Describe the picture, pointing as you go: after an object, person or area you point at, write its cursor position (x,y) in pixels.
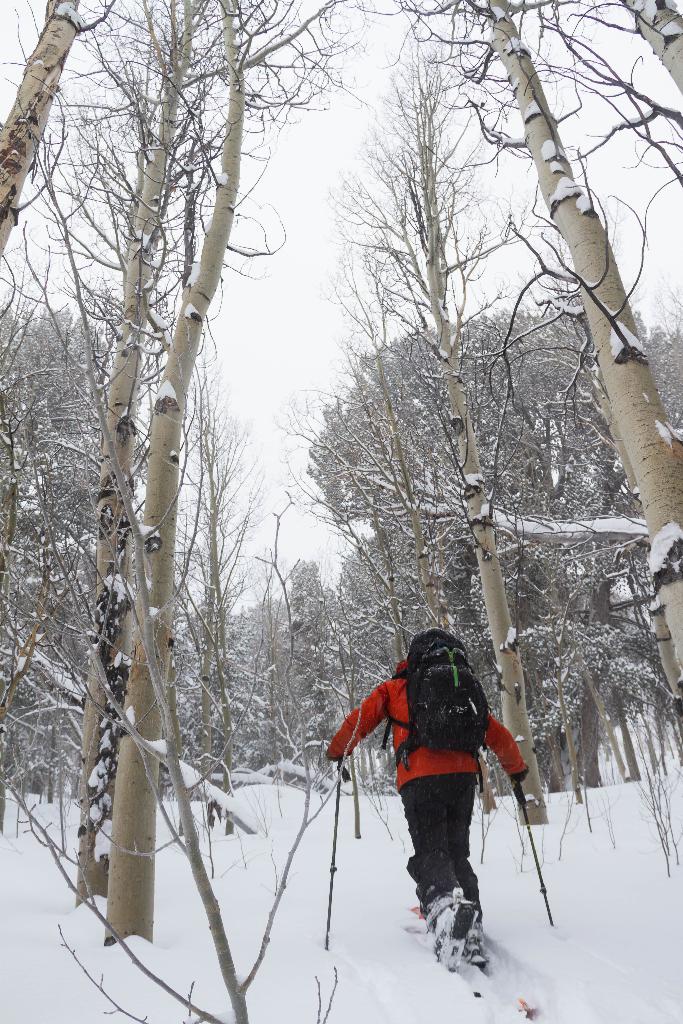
In this image we can see a person (515,760) walking on the snow (543,835) and he is holding the ski sticks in his hands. The person (466,806) is wearing a red color jacket (400,728) and he is carrying a bag (465,707) on the back (393,705). Here we can see the trees (441,369).
